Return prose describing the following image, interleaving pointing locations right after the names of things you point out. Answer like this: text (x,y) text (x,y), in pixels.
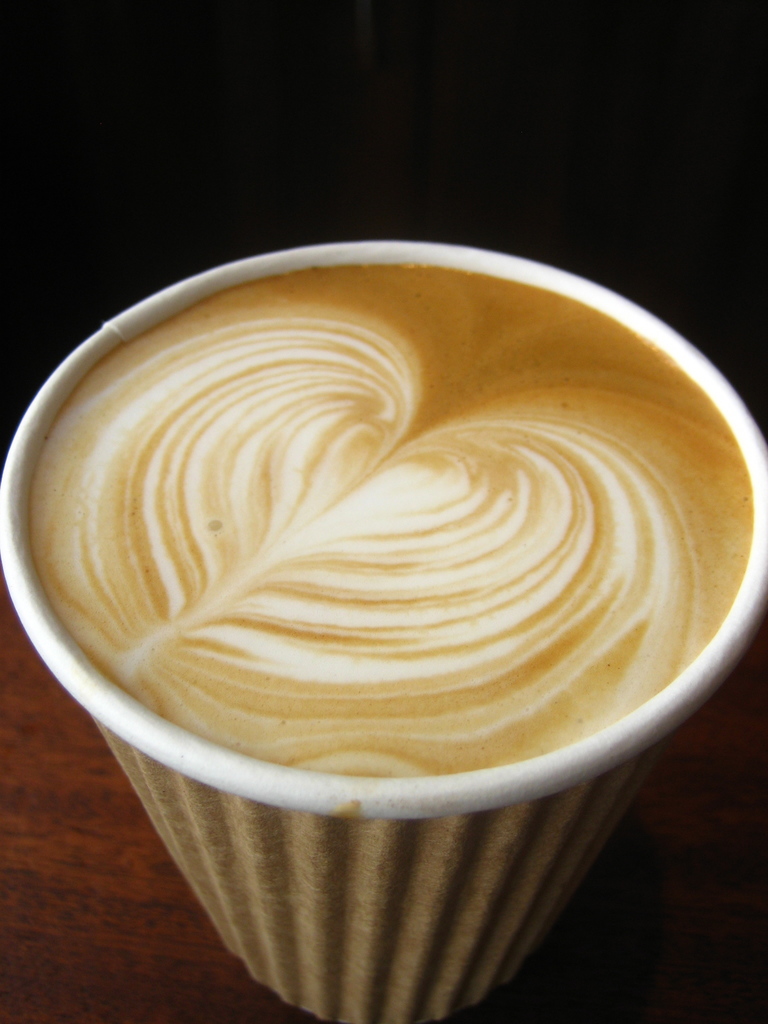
In this image i can see a coffee cup (359,595) with coffee (412,518) in it.
